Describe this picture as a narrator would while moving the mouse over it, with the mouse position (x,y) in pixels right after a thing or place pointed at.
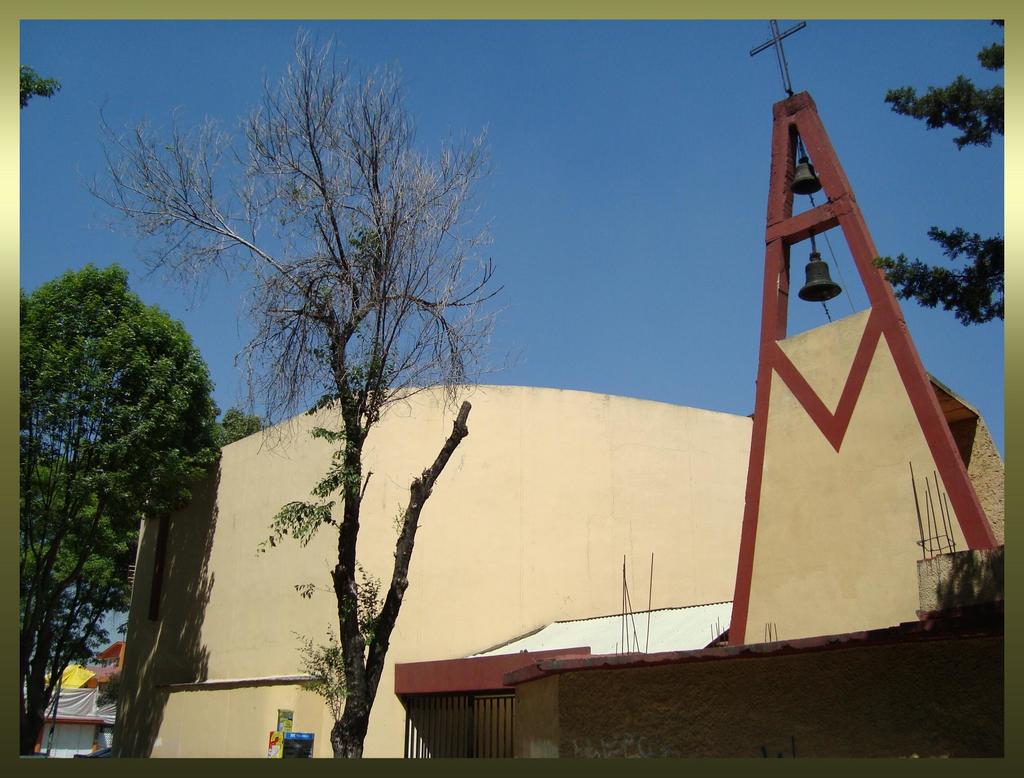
On the right corner of the picture (851,417), there is a bell tower (787,592). Beside that, we see a white building (441,567) and there are many trees (55,549). At the top of the picture (496,177), we see the sky (528,276) and at the bottom of the picture (274,755), we see posters (288,730) pasted on the wall (247,751).
